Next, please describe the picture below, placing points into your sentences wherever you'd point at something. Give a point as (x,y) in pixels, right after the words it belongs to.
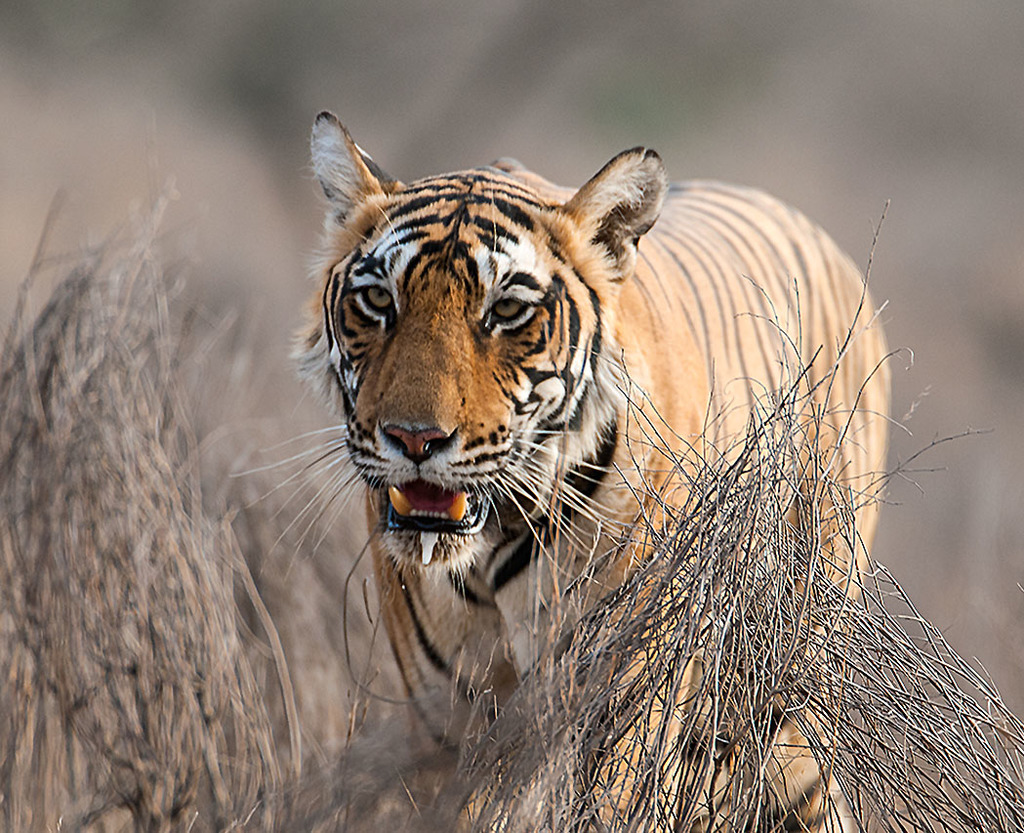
In the image there is a tiger (591,415) standing in the middle of dry grassland (663,680).
